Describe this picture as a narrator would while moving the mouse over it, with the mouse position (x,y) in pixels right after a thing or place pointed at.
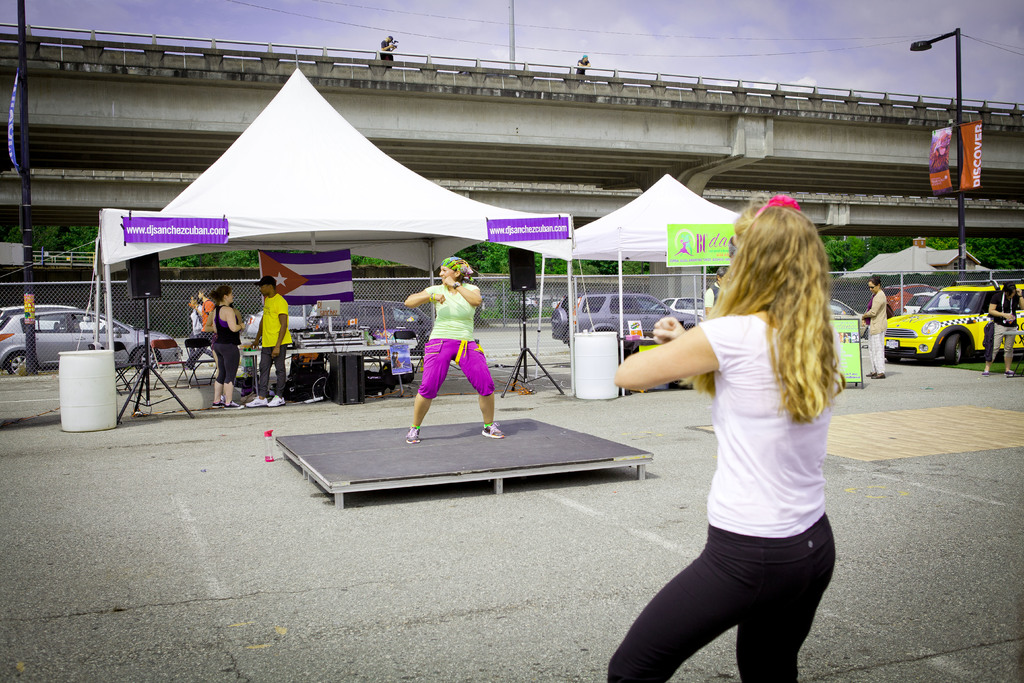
In this picture I can see two persons (763,443) dancing, there are group of people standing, there are speakers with the speakers stands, there are canopy tents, tables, boards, banners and some other objects (113,402), there are poles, there is fence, there is a bridge (607,147), there are vehicles (949,294) on the road (954,384), there are trees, and in the background (795,19) there is the sky (691,22).
